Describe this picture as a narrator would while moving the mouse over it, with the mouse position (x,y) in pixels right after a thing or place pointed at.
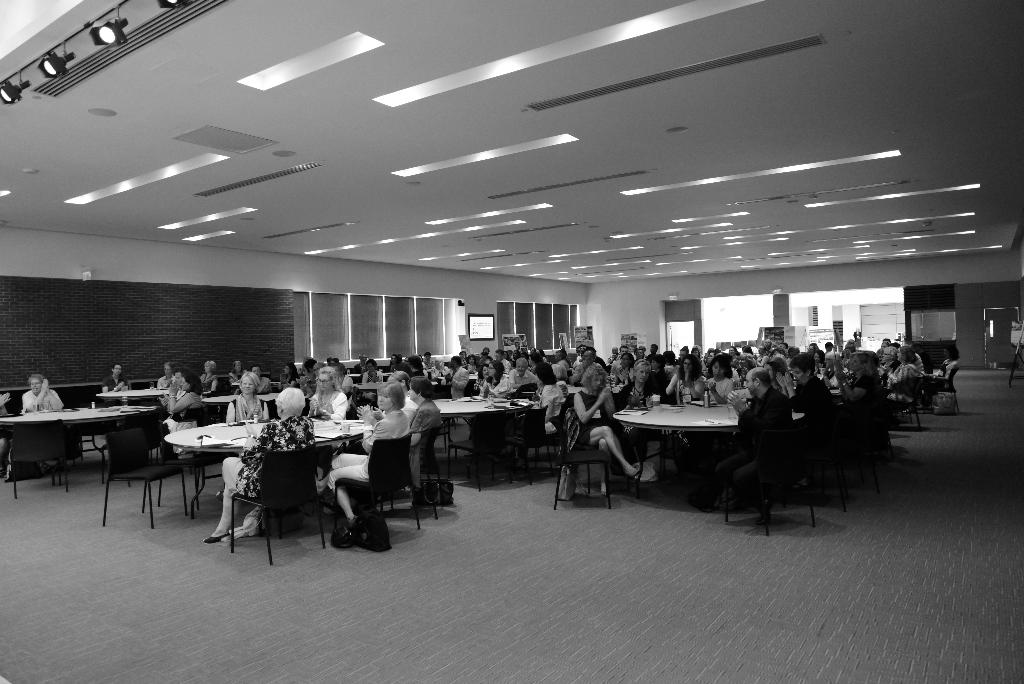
This is a black and white image. In this image we can see many persons (258,392) sitting on the chairs (391,448) at the tables (237,435). In the background (427,322) we can see windows (338,320), lights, doors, screens (486,323) and wall (426,286).
